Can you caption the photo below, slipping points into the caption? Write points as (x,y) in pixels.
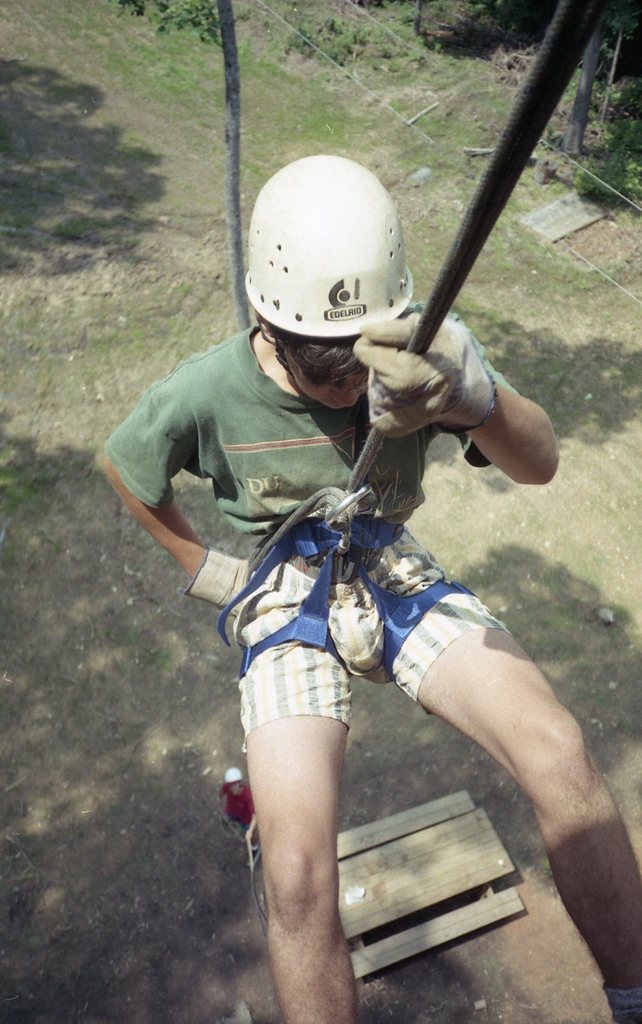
In this image we can see a person (403,566) abseiling, there are some trees (610,84), plants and other objects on the ground (306,56).
